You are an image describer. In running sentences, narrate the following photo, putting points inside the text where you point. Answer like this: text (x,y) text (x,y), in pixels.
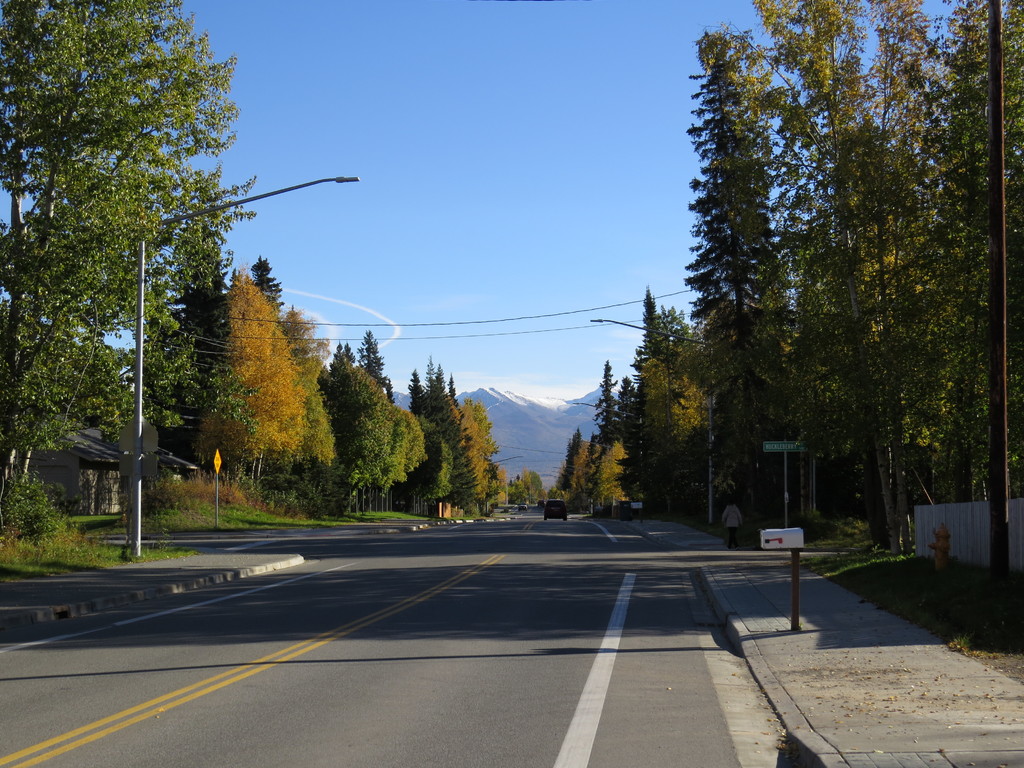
In this image we can see road (396,596), street poles (1004,566), street lights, sign boards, person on the footpath (756,591), motor vehicle (553,499), hydrant (937,542), sky (321,39) with clouds (504,376) and mountains (504,406).
